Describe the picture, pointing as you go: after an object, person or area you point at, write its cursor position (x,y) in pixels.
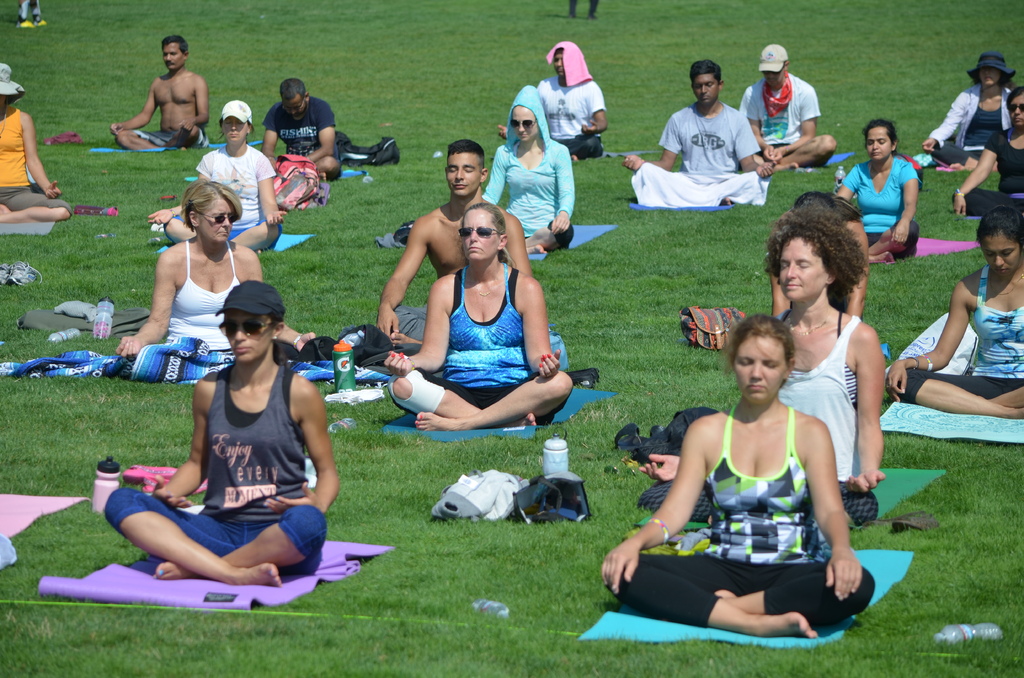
This image consists of many persons (543,408) sitting and doing yoga. At the bottom (413,545), there is green grass (358,505). And we can see the yoga mats (191,585).
